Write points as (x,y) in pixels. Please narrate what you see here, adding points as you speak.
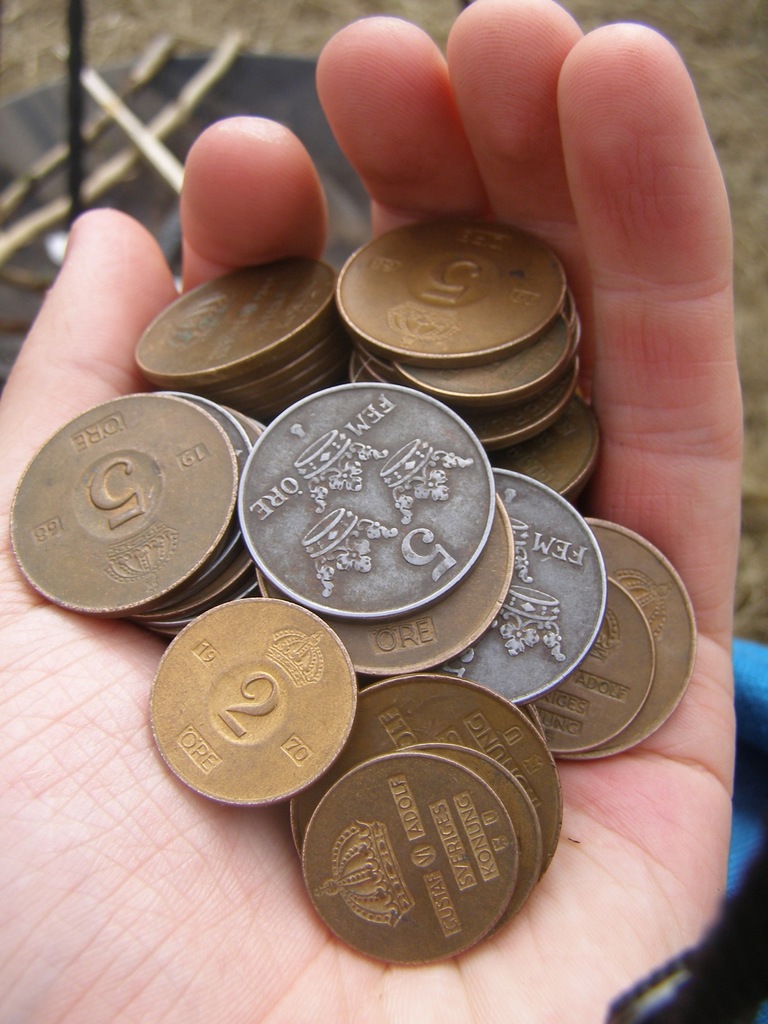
In the picture we can see a hand (180,895) with full of coins (81,486) in it and behind the hand (587,886) we can see a path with some things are placed on it.
